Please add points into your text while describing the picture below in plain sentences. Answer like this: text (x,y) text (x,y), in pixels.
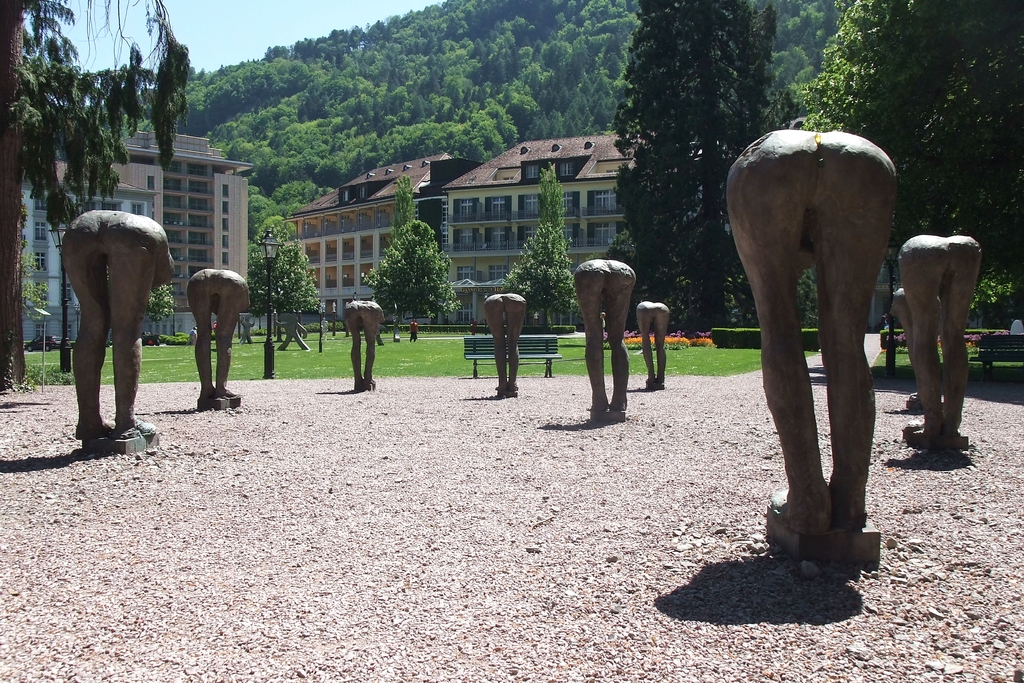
This is an outside view. Here I can see few statues (118,337) of persons (138,347). In the background (208,198) there are many buildings (345,198) and trees (564,80). At the top of the image (226,25) I can see the sky (206,66). In the middle of the image (495,347) there is a bench (479,348) placed on the ground (446,373).
